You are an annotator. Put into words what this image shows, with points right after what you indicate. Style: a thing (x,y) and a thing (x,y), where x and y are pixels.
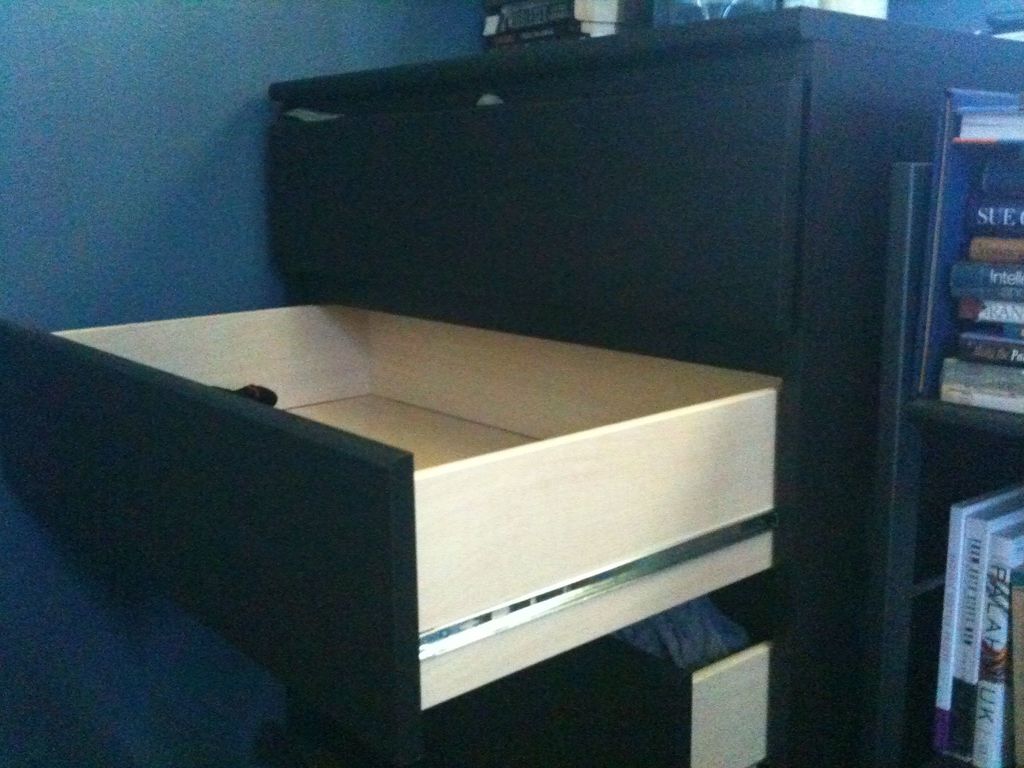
In this image we can see a cupboard (589,499) with drawers (586,527). On the cupboard (511,56) there are books (523,30). Near to that there is another cupboard (932,452) with books (954,321). On the left side (108,104) there is a wall (38,116).
